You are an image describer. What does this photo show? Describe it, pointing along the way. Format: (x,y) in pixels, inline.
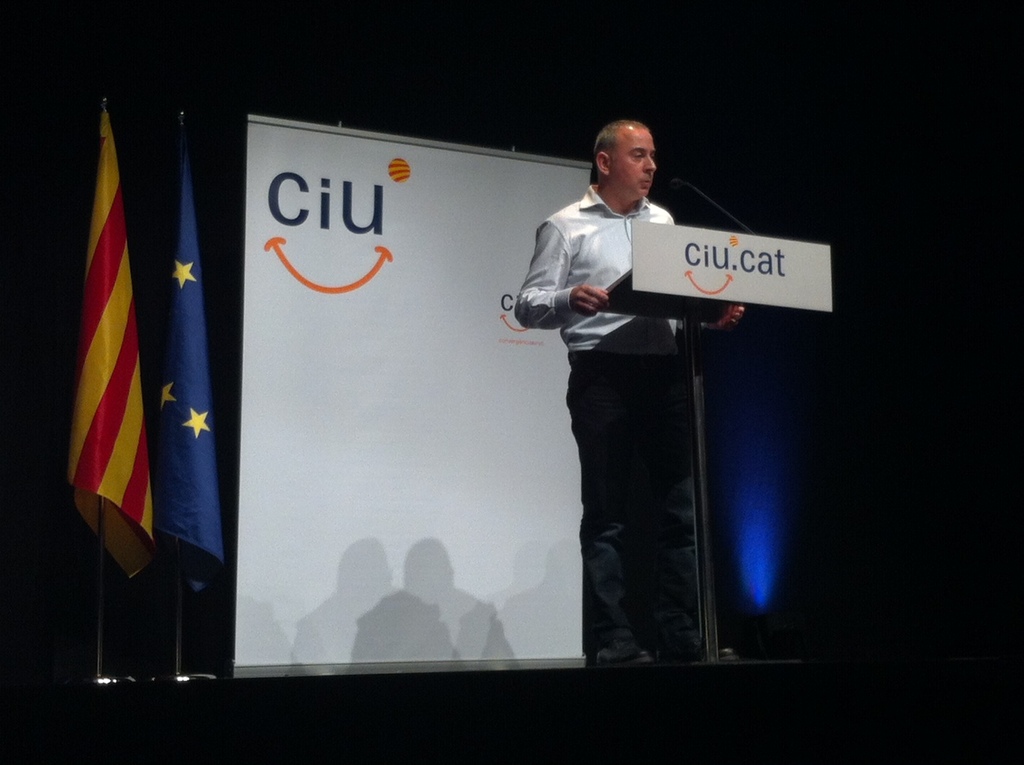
There is a man (570,394) standing. Near to him there is a stand (690,362). In the back (168,362) there are flags (116,465) on poles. Also there is a board (344,229) with something written on that.
